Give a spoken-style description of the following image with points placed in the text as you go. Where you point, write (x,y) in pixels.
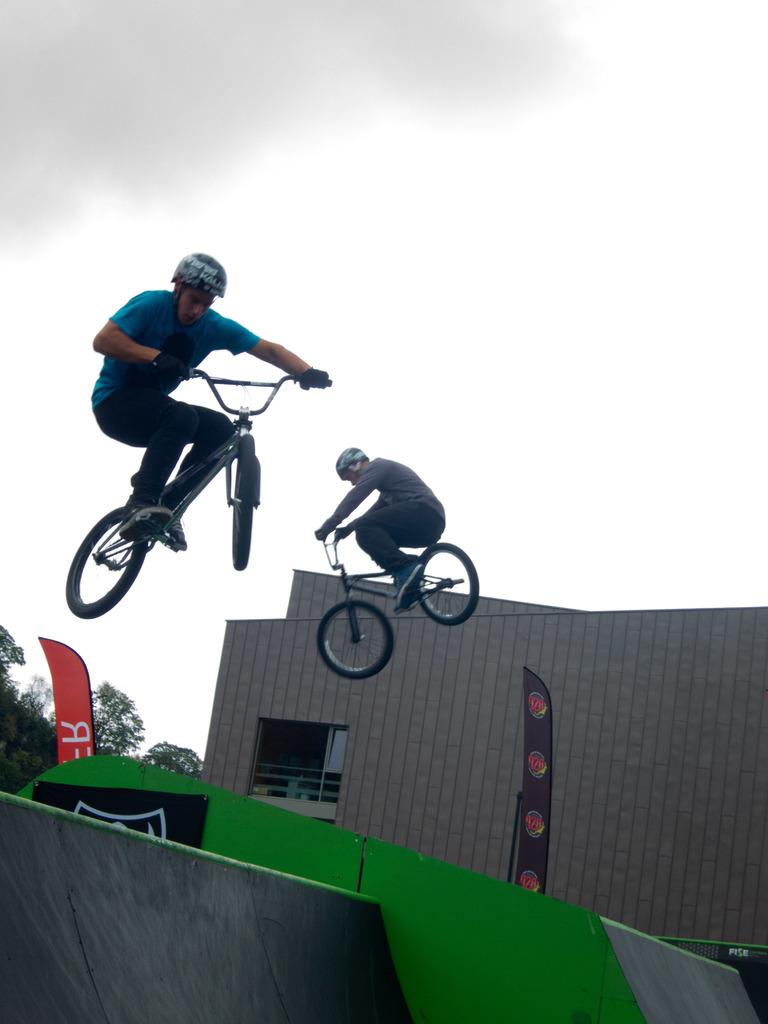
In the middle of the image (356,626) two persons (211,303) are doing cycling. Bottom of the image (361,871) there is ramps (185,867) and banners (60,732). Behind the banners (527,733) there are some trees (6,680). Bottom right side of the image (607,837) there is a building (751,798). Top of the image (668,44) there are some clouds (38,41) and sky (687,60).
